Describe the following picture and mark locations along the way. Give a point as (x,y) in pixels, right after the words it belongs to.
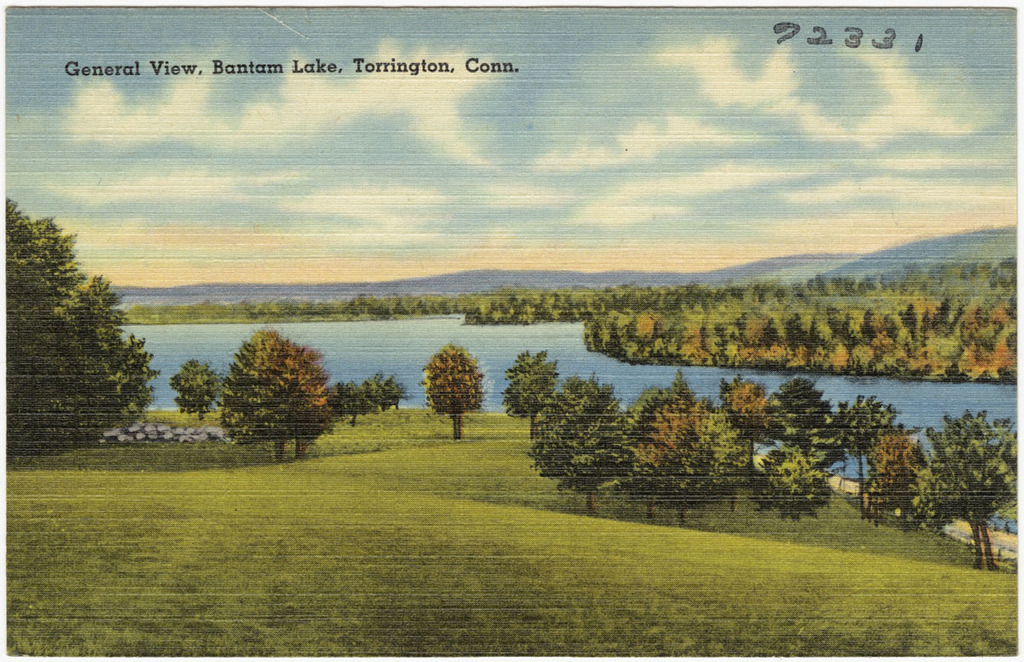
This image consists of a poster (246,399) in which we can see trees (255,391) and green grass (402,494). In the middle (349,349), there is water (501,372). At the top (404,115), there are clouds (359,107) in the sky (240,97).
